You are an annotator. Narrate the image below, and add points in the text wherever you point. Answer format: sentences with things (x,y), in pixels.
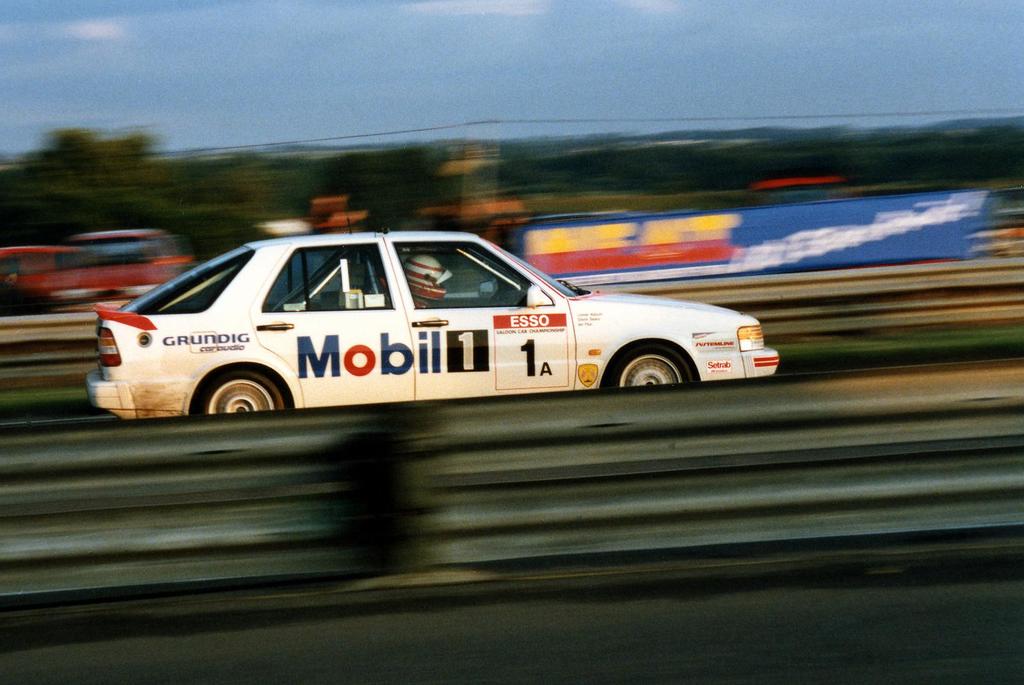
In this picture I can see there is a person (421,303) driving a car (240,310) and he is wearing a helmet (425,278) and the image is blurry and it looks like a blue banner (600,224) and there are few trees (624,184) and the sky (486,66) is clear.
